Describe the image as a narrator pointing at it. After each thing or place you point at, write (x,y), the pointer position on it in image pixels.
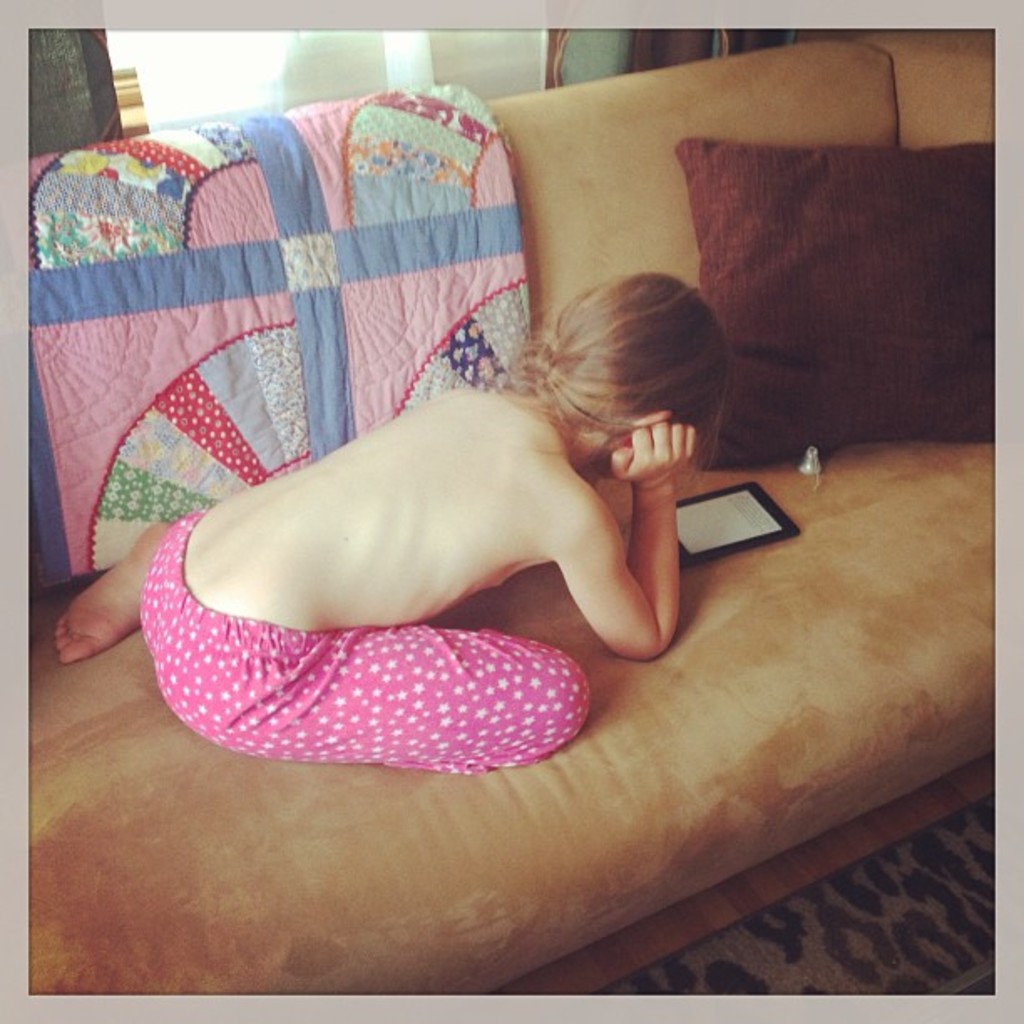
This picture is clicked inside and seems to be an edited image with the borders (16,1009). In the center (442,564) there is a person (417,646) sitting on a couch (708,633) and we see a cushion (834,258) and a tablet (794,528) placed on the top of the couch (637,707). In the background (289,94) we can see the wall (294,103) and some other objects (327,241).
